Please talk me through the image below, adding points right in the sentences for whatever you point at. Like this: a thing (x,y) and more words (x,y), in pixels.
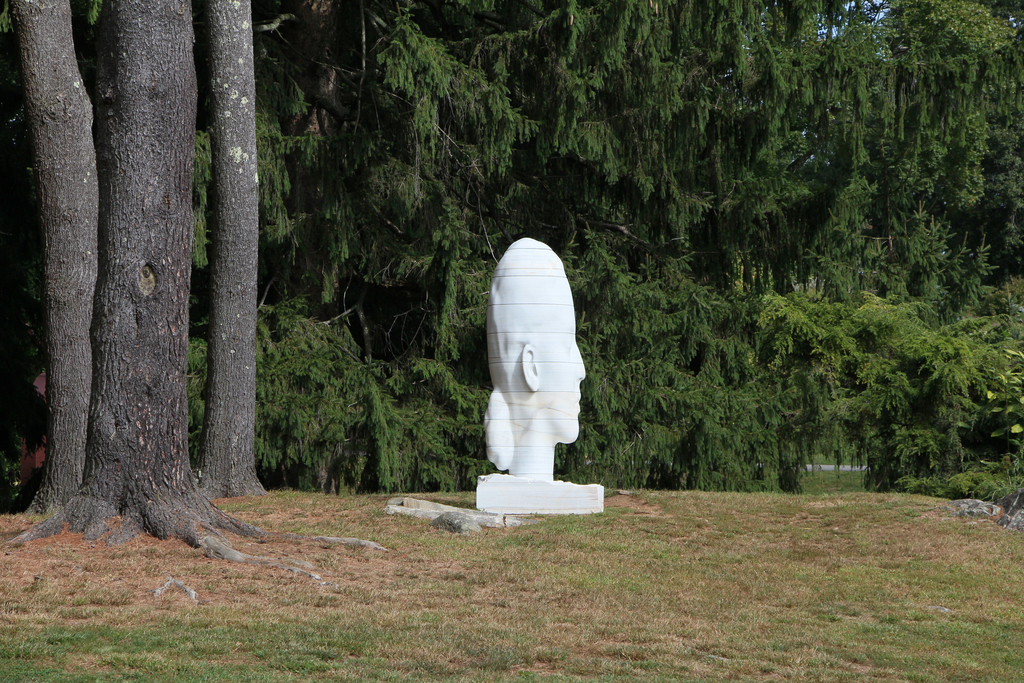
In the center of the image (551,404) we can see a sculpture (555,505) placed in the grass field (518,569). In the background (973,444), we can see a group of trees (801,237).
